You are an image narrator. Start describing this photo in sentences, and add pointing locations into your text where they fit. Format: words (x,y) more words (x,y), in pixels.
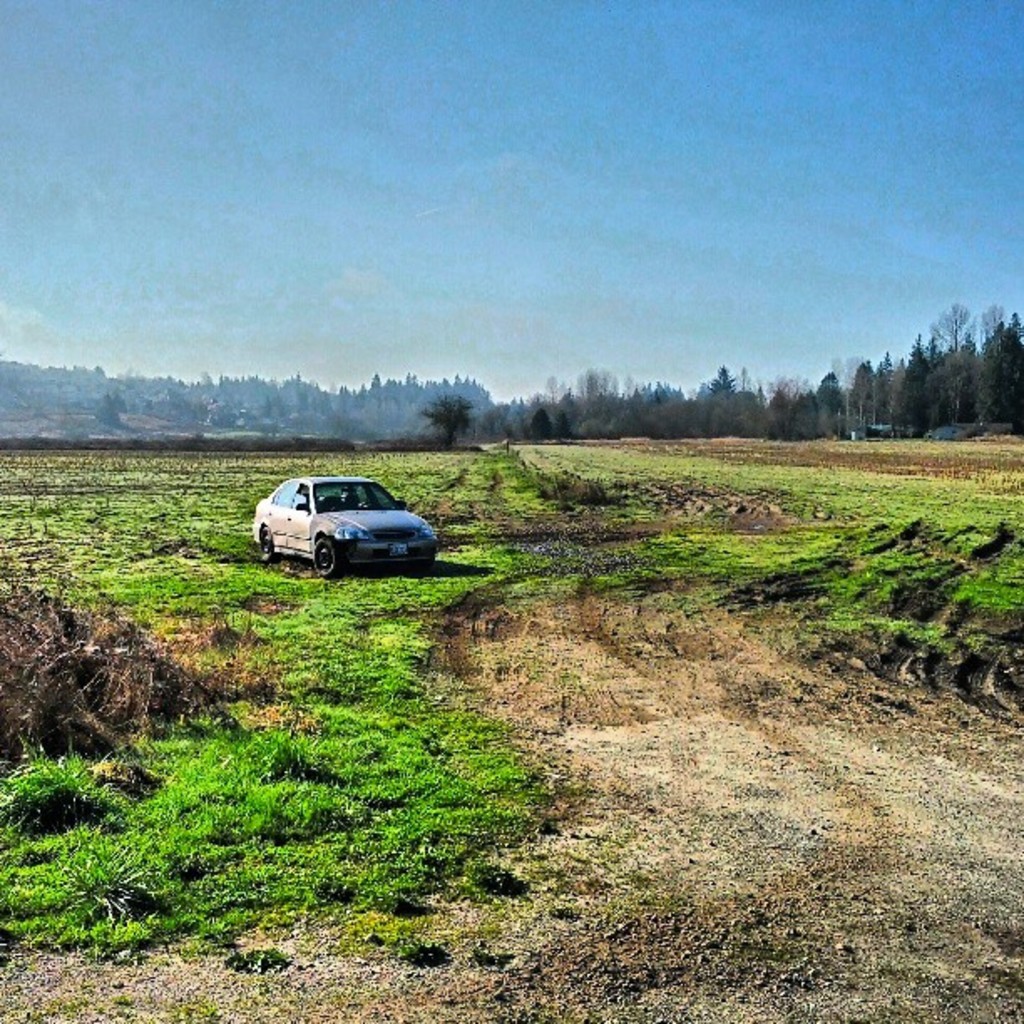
In this picture there is an old car (413,543) on the left side of the image (338,497) and there is greenery (578,497) in the center of the image (372,626) and there is sky (971,327) at the top side of the image (682,334).
